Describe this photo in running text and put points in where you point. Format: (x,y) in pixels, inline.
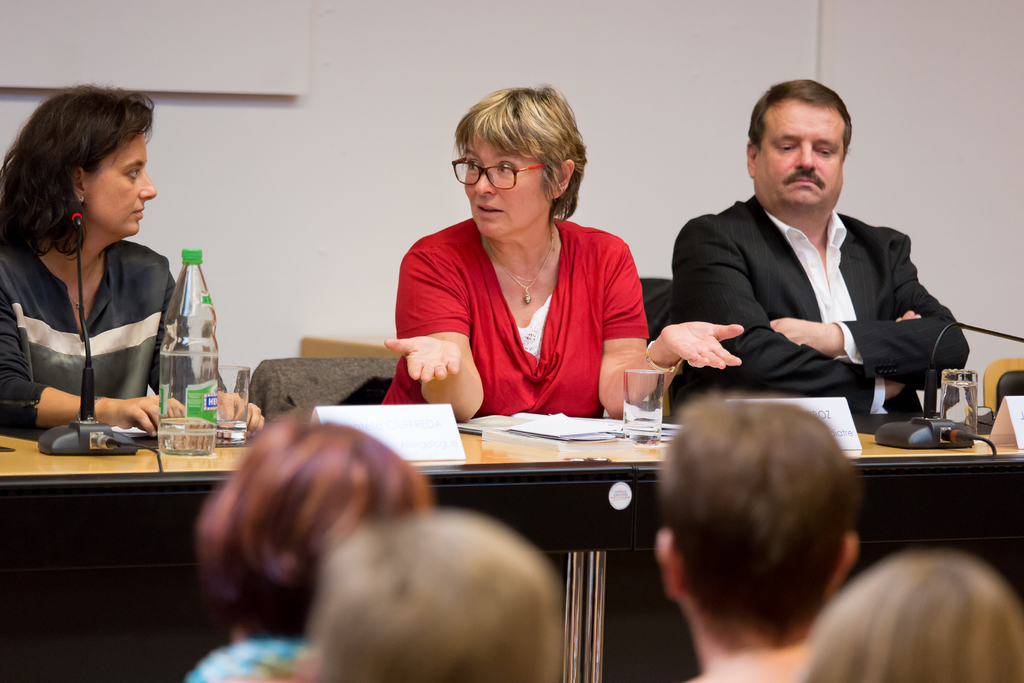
In this image there are group of people (388,492). There are three persons (58,294) sitting behind the table (508,469). The woman (542,398) with red dress (593,333) is talking. There is a bottle (198,352), glass (631,397), papers (544,420), microphones (72,444) on the table (65,460).
